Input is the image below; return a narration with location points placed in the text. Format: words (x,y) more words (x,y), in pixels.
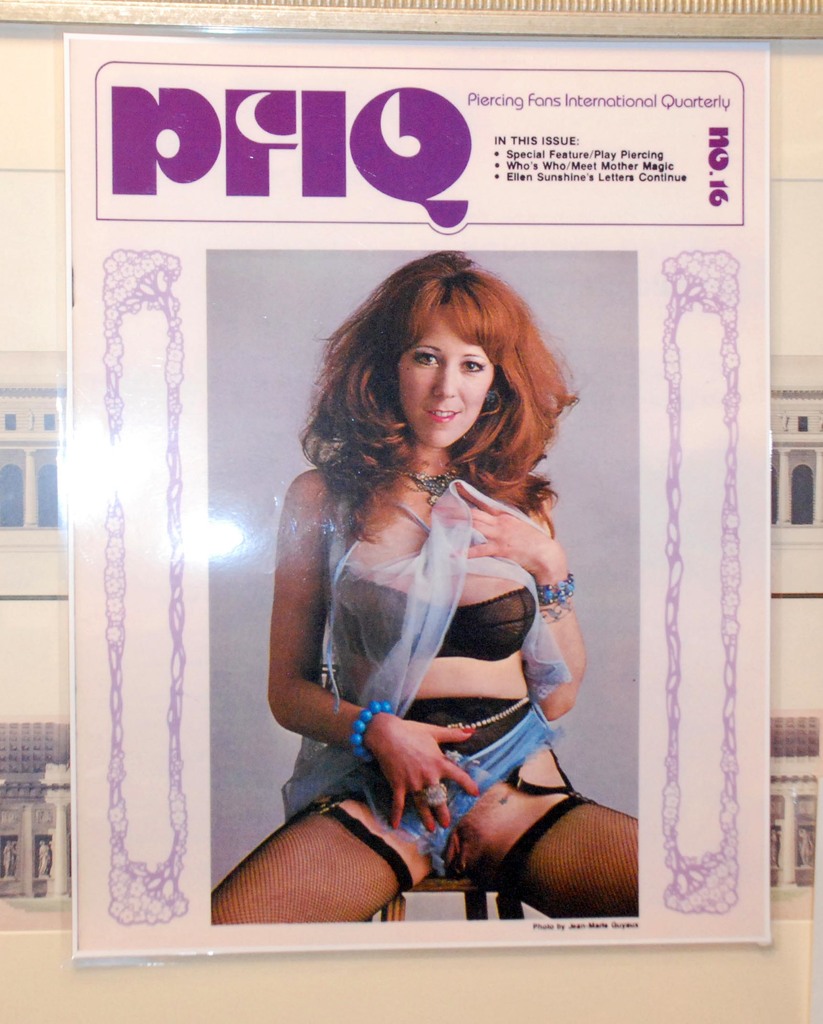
In this image I can see a poster (395,201) on the wall (47,678).
